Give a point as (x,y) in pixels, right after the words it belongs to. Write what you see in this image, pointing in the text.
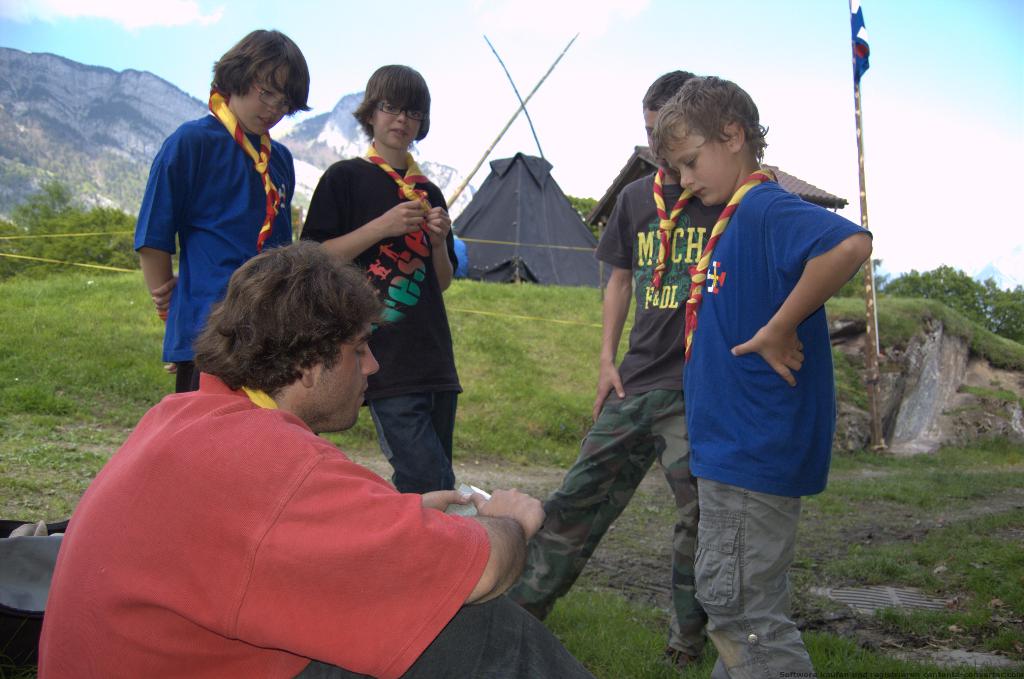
In the background (715,6) we can see clouds (503,3) in the sky (606,52). In this picture we can see a tent (543,193), poles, flag (865,49), rocks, plants (941,287), objects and grass (907,314). We can see people (197,170) standing. At the bottom portion of the picture (200,528) we can see a man (386,615) sitting and he is holding an object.
